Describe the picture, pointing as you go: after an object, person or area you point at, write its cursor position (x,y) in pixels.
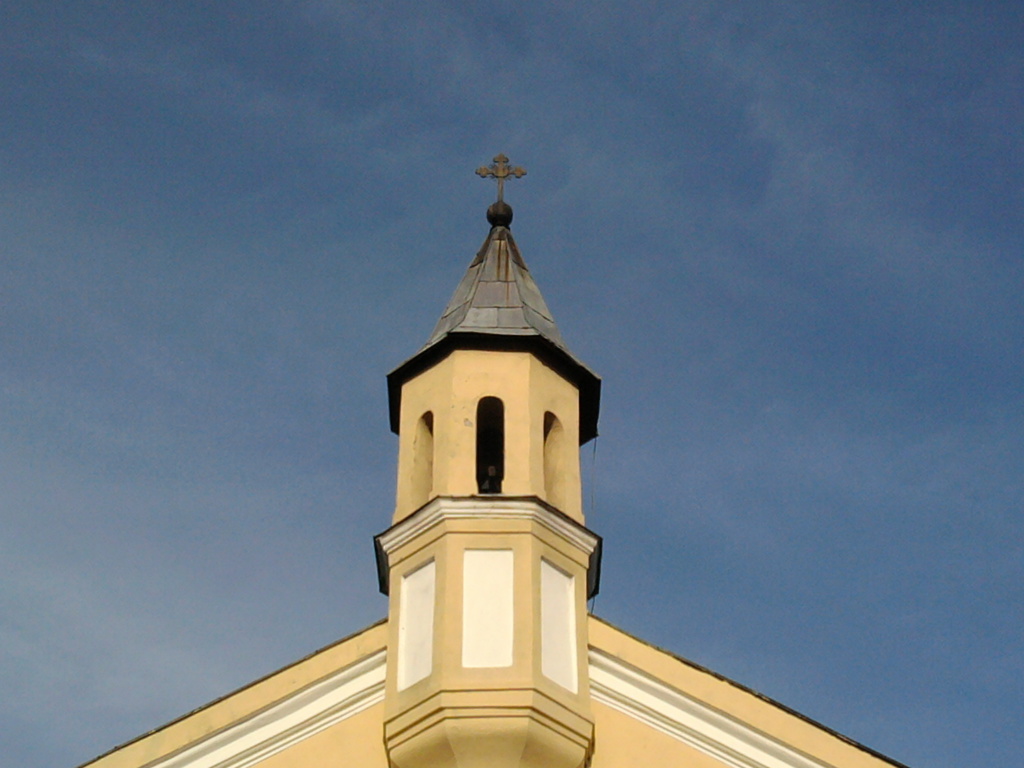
This is a top of a building (499,633) with arches (487,434). On the top of the building (471,267) there is a cross (500,170). In the background (396,158) there is sky (709,337).
